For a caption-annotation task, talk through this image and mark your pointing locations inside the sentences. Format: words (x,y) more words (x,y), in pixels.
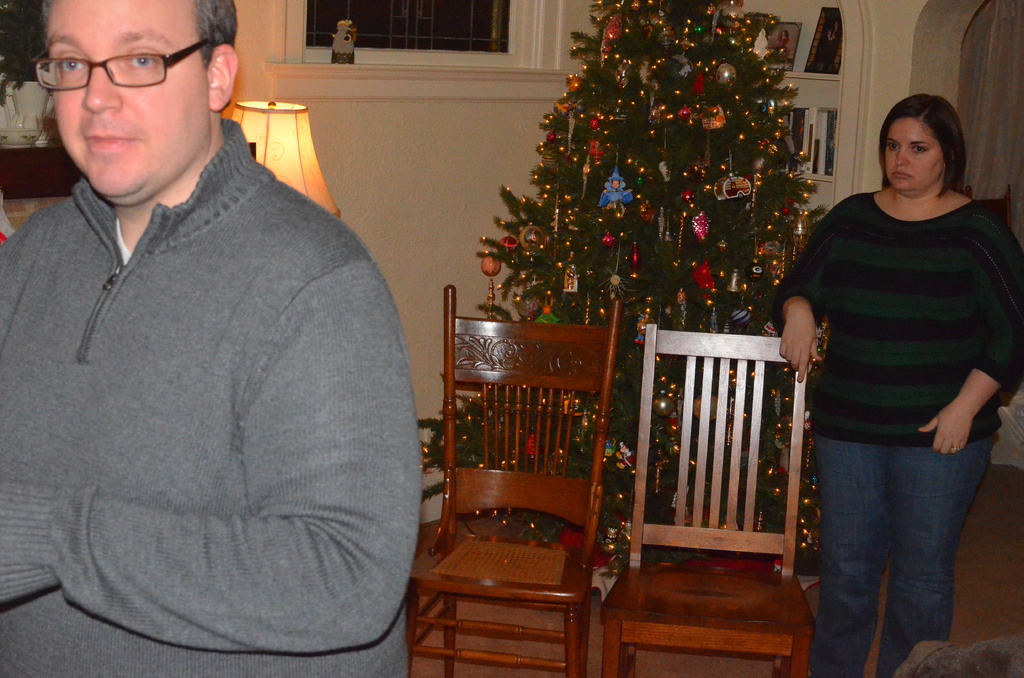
This is a picture in a house (761,460) from Christmas celebrations. To the left (219,24) there is a man (116,308) in hoodie (206,444). To the right (837,278) there is a woman (926,366) standing. In the center of the picture (589,386) there are two chairs (635,484) and a Christmas tree (669,161). In the center of the background (289,115) there is a lamp (287,140) and a window (458,51). To the top right (809,90) there is a closet (818,77) and a curtain (986,152).
